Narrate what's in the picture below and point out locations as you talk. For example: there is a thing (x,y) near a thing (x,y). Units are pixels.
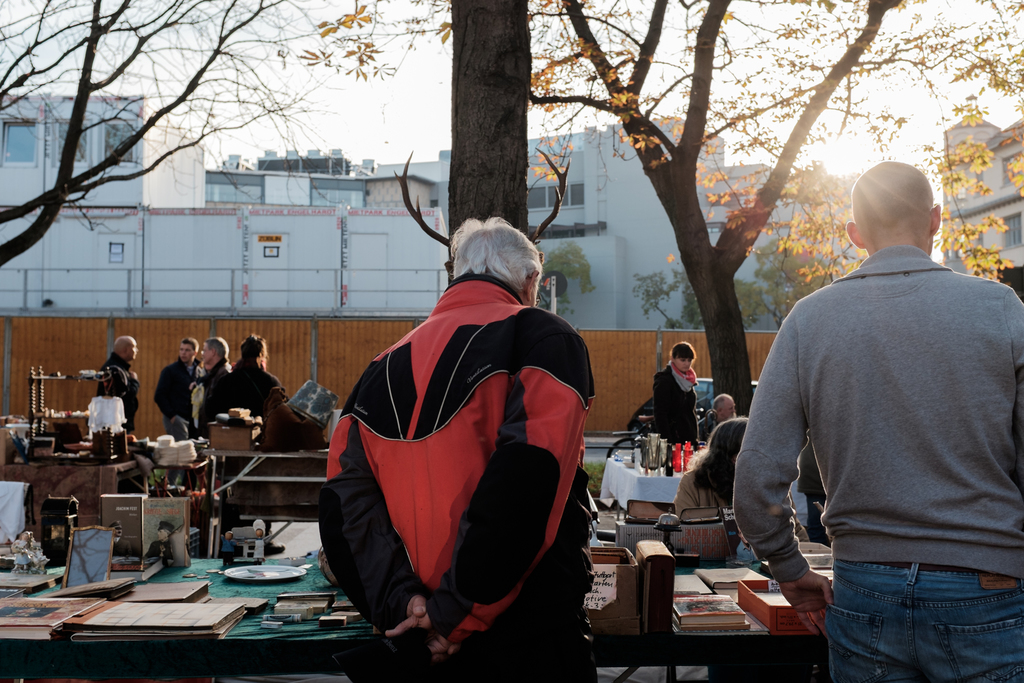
As we can see in the image there is a sky (409,98), trees (689,96), buildings (250,219), few people (463,423) here and there and there is a table (235,594). On table (259,589) there is a plate (249,574), photo frames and glasses (664,443).
